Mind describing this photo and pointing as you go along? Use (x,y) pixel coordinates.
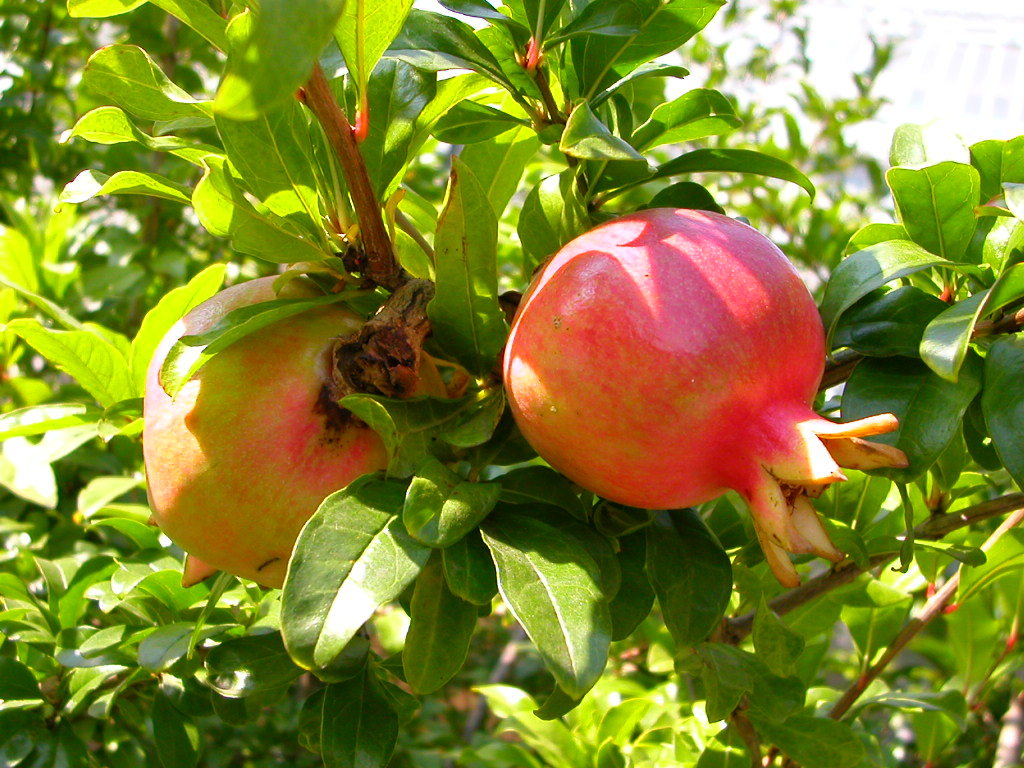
There are two pomegranates (317,381) on the stem (406,299). In the background (825,195) there are leaves (693,673).
